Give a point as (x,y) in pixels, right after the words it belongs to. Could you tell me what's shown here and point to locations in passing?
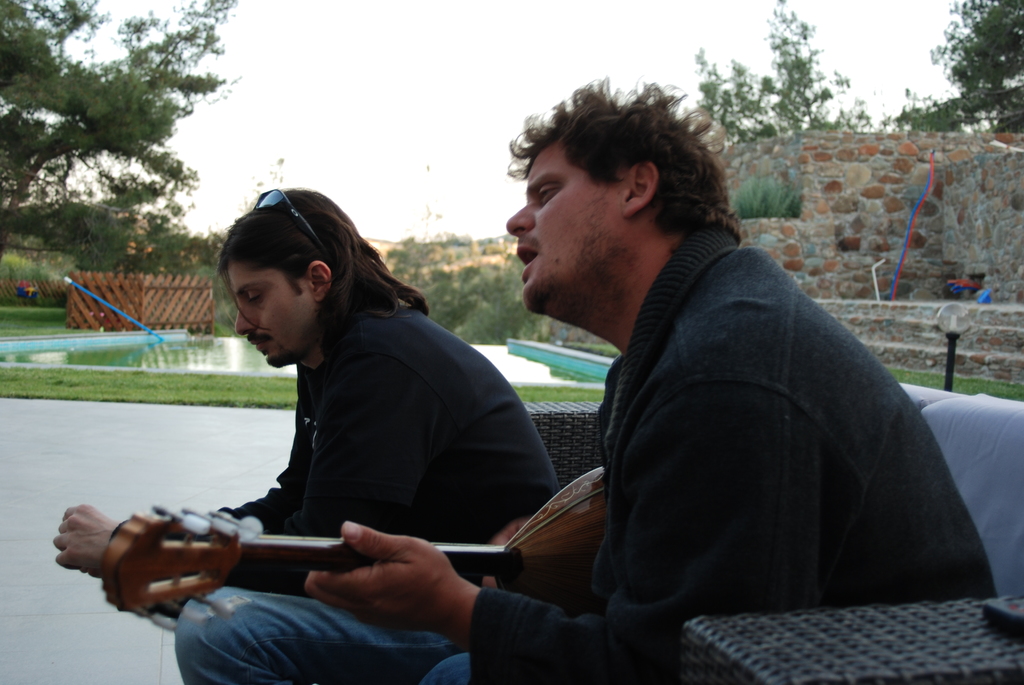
In this image there are two persons (619,417) at the foreground of the image (614,452) there is a person (764,553) playing guitar (330,560) and at the background of the image (368,455) there is a person (385,455) sitting and at the background of the image (62,180) there are some trees (16,163), wall (867,205) and a swimming pool (491,352).
